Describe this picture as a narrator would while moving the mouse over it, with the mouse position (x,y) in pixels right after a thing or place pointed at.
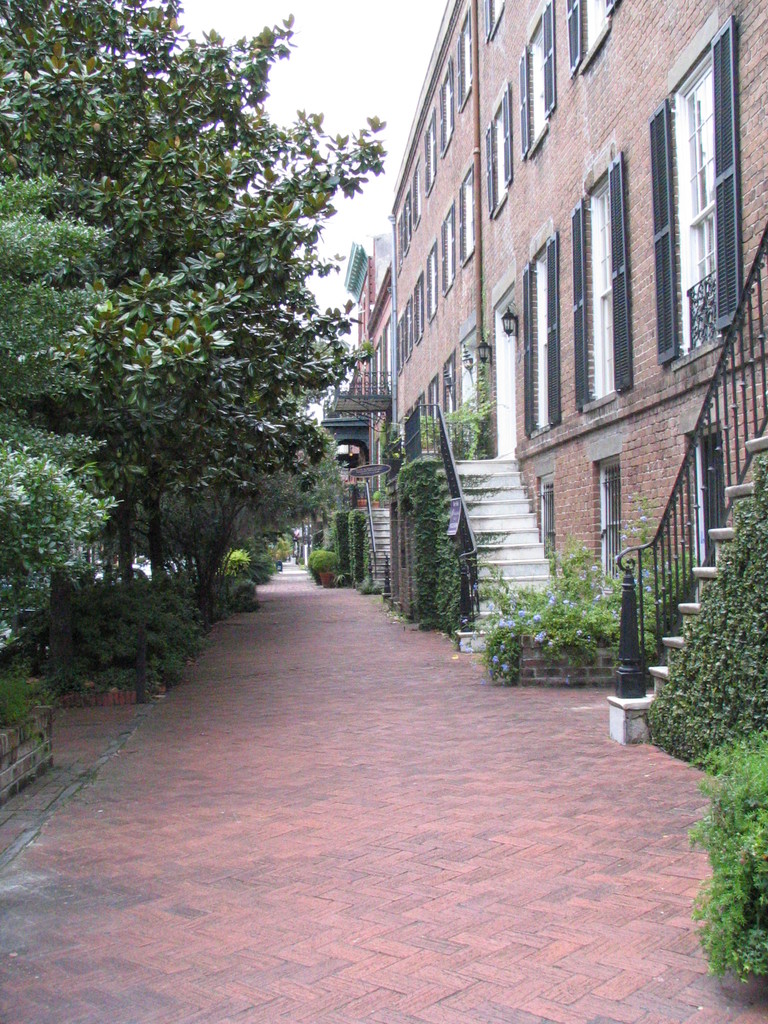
In the center of the image (350,600) there is a pavement (283,798). To the left side of the image (135,596) there are trees (176,521) and plants (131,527). To the right side of the image (713,455) there is building (676,191) with windows (679,156), stairs (732,499) and staircase railing (621,656). At the top of the image (356,56) there is sky (328,55).
